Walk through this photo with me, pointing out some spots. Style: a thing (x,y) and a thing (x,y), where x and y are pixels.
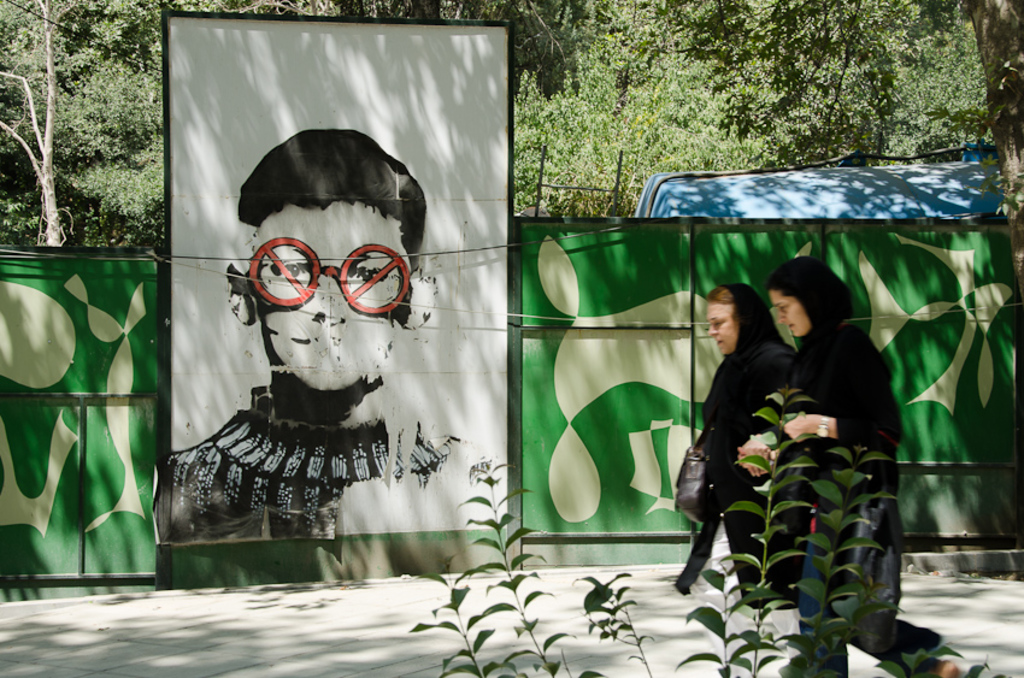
In this image I can see a path (216,654) in the centre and on it I can see two women (710,422) are walking. I can see both of them are wearing black colour dress (851,378). In the background (606,382) I can see green colour wall (539,338) and on it I can see a painting (306,225). In the front (410,627) I can see a plant (843,495) and in the background (846,78) I can see number of trees (95,120). I can also see a blue colour thing (757,178) on the right side of this image (757,178).
